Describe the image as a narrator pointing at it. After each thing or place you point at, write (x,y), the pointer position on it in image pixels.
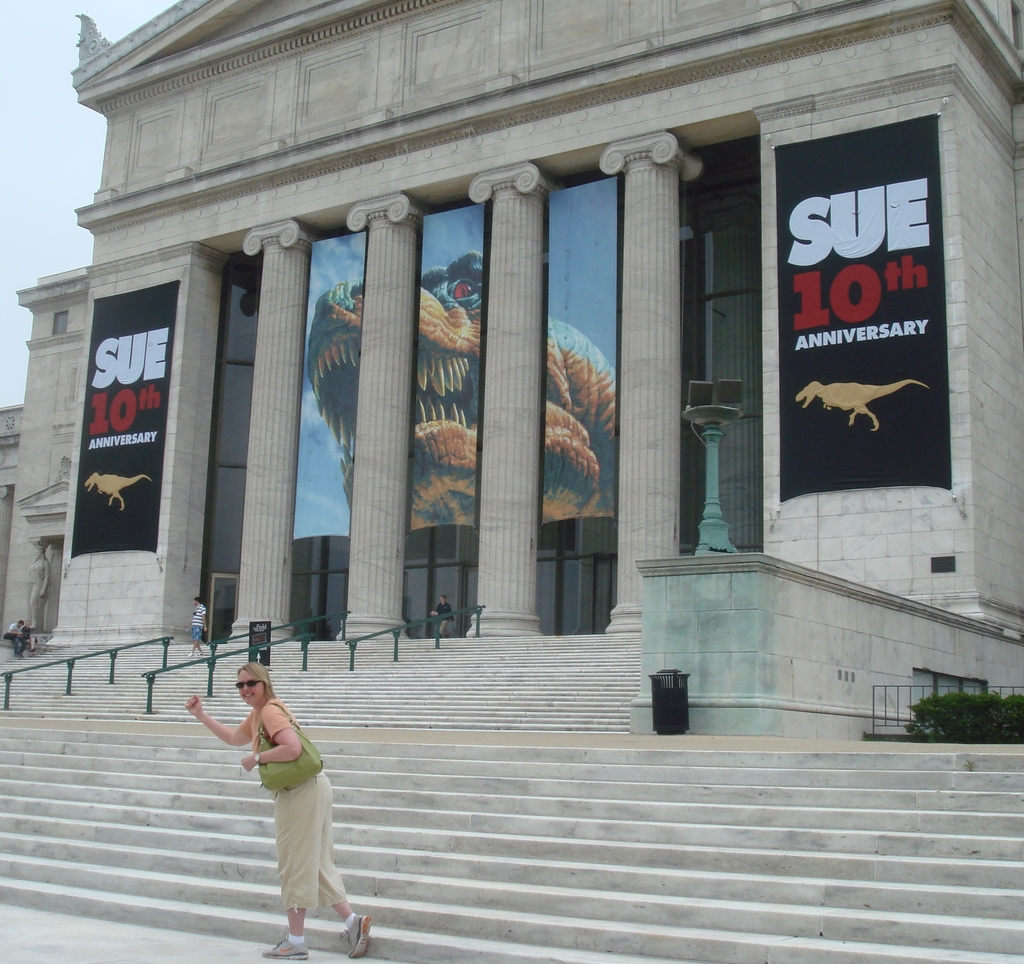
This picture is clicked outside. In the foreground (296,791) there is a woman (254,734) wearing a sling bag (291,773) and walking on the ground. In the background (30,128) there is a sky (53,144) and we can see the building (137,110), pillars (655,293) and some sculptures (48,575) and we can see the banners (119,358) on which we can see the text (103,379) and some pictures (872,388) and there are some objects (668,705) and we can see the plants (921,715) and stairs (395,688) and handrails (401,628).
